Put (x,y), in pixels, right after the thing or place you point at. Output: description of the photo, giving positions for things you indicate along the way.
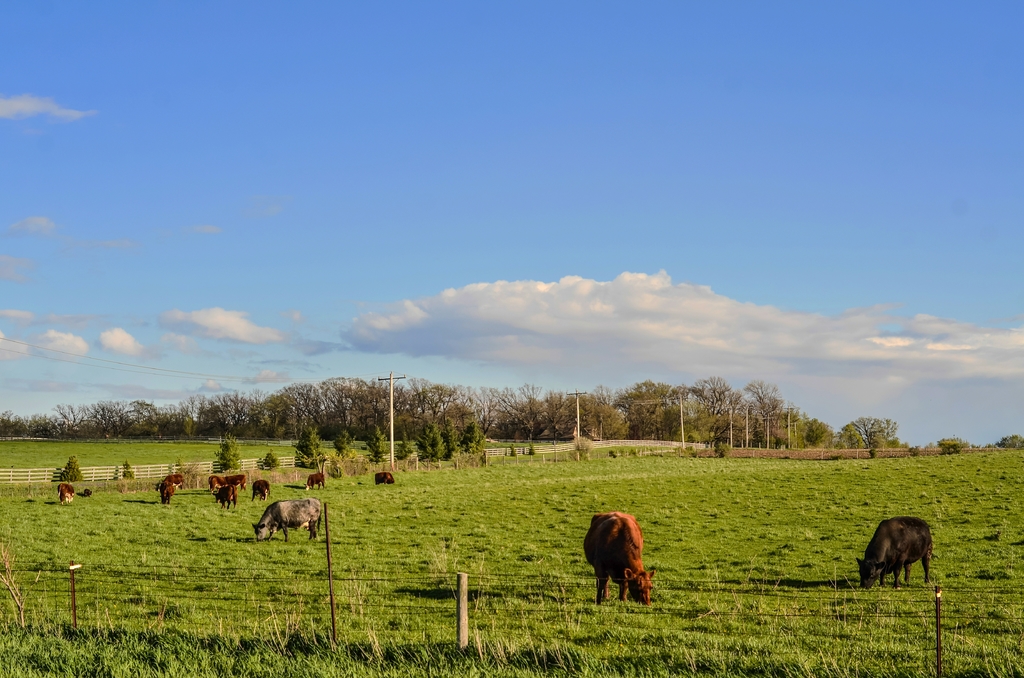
In the picture we can see some animals (277,518) which are grazing grass (525,577) and in the background of the picture (419,453) there are some trees (358,407), top of the picture (618,119) there is clear sky (509,165).
